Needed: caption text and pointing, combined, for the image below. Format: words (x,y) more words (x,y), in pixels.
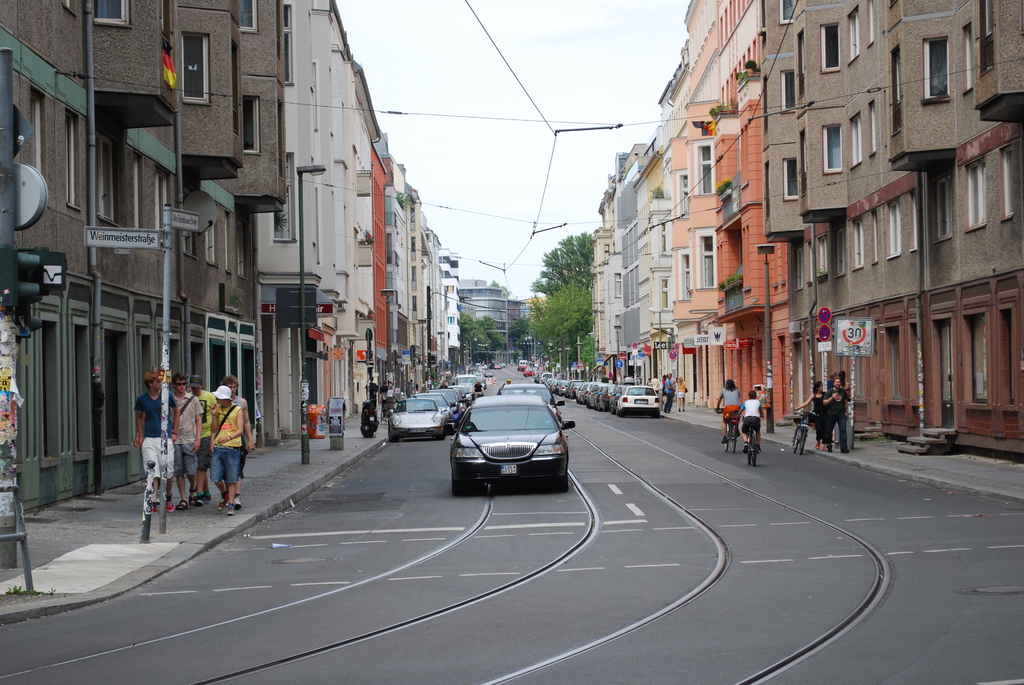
In this image I can see few vehicles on the road (502,556). I can also see few persons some are walking and some are riding bicycle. Background (696,289) I can see few buildings (328,266) in brown, cream and white color, trees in green color and the sky (592,139) is in white color.
